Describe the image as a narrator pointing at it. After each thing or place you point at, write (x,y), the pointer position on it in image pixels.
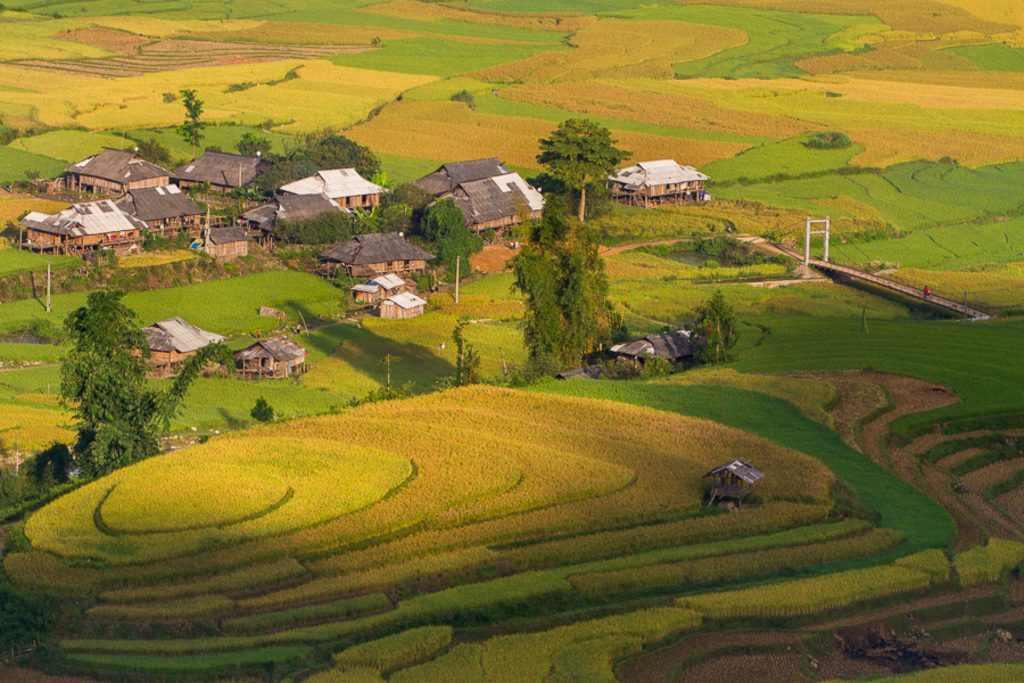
In this image we can see houses (426,177), trees (581,210), poles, grass (454,301), plants (467,381), person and bridge (807,248).
